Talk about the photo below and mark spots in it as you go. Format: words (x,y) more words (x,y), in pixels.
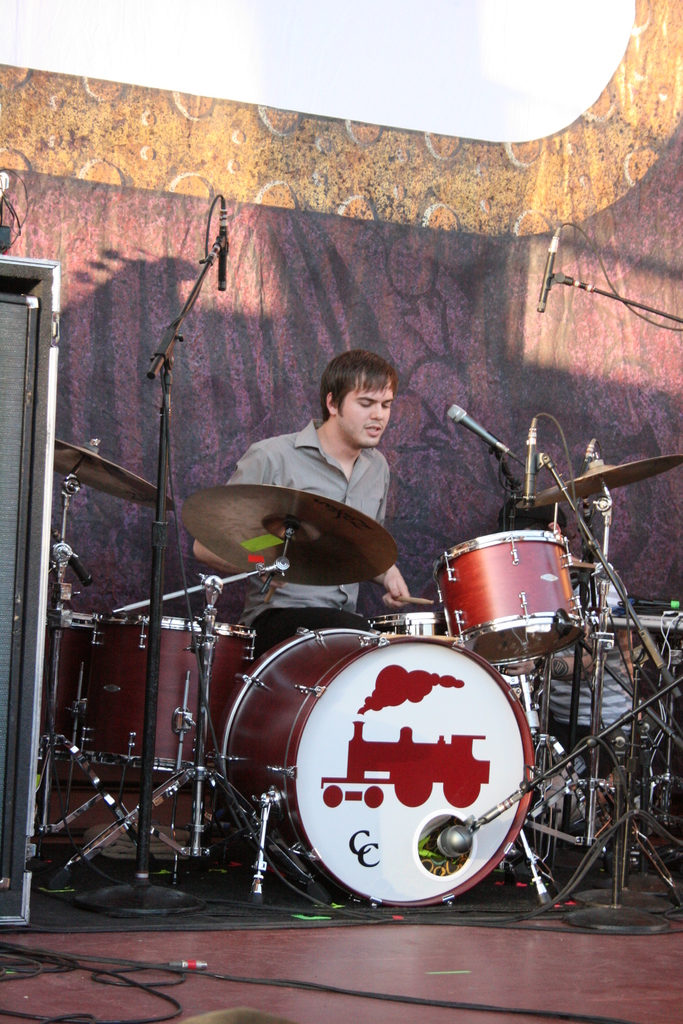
In the center of this picture (317,434) we can see a person (338,434) seems to be sitting and playing musical instruments (298,672) and we can see the metal rods (642,703), microphones (223,229), cables (212,976) and some other objects (204,962). In the background (432,346) we can see an object (476,346) seems to be the curtain (193,361) and we can see some other objects (36,477).
